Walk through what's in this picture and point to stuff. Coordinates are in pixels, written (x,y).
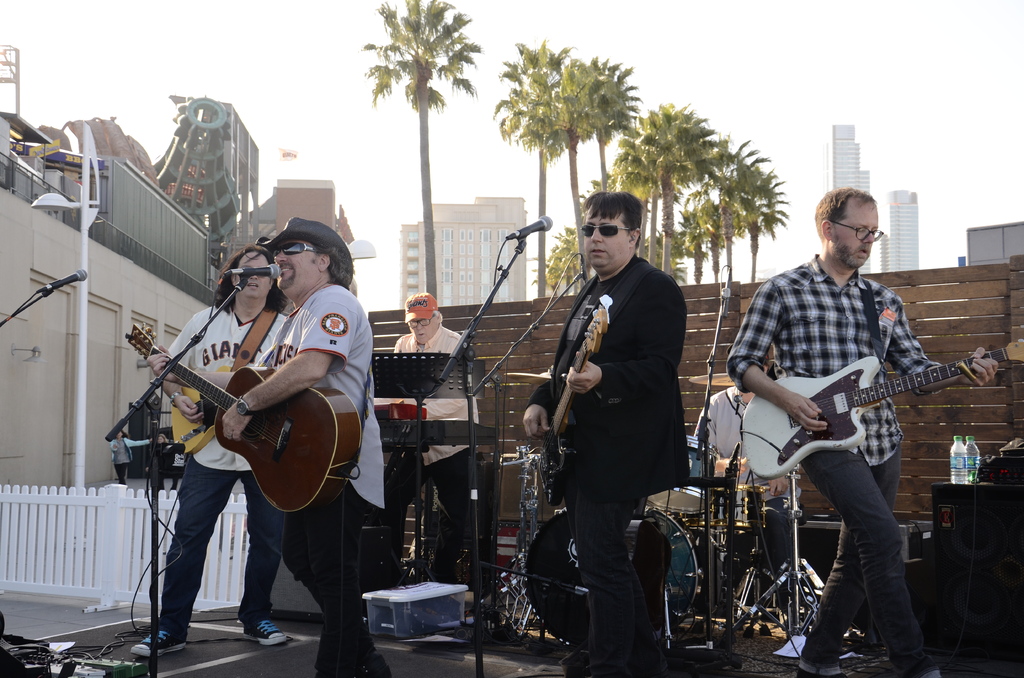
In this image i can see a group of people (449,340) who are playing musical instruments (306,439) and on the left side of the image (321,273) we can see a person (316,288) who is wearing a hat (301,236) is singing a song in front of the microphone (257,269). Behind these people (625,459) we can see a person (728,456) who is sitting on the chair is playing drums (749,498). In the background of the image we can see few trees (571,149) and few buildings (489,239). And on the left side of the image (82,542) we can see a white color fence (91,558).
